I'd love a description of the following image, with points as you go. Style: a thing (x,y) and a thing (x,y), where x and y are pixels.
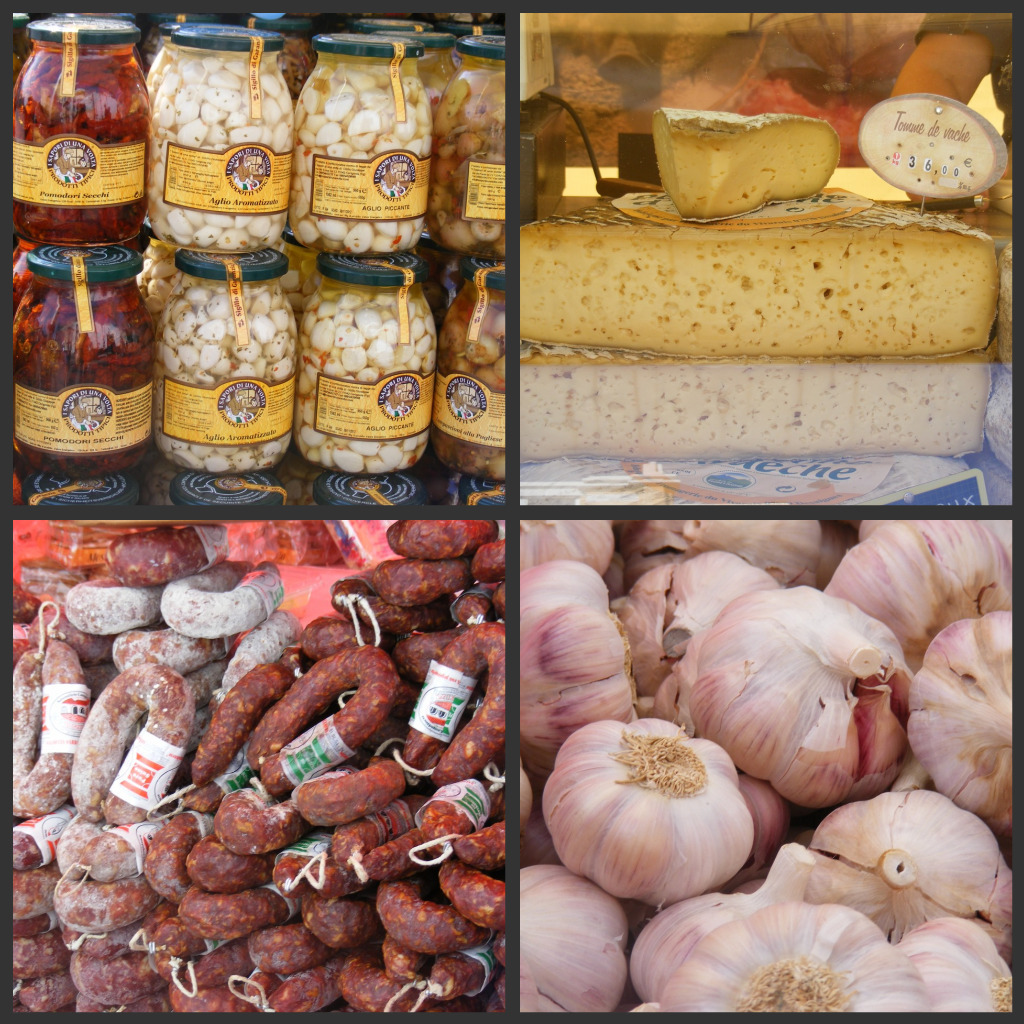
In the picture we can see four images, in the first image we can see some bottles of garlic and tomatoes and in the second image we can see a cheese slices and in the third image we can see some eatable item (391,980) with tags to it and in the fourth image we can see some garlic (598,899).
